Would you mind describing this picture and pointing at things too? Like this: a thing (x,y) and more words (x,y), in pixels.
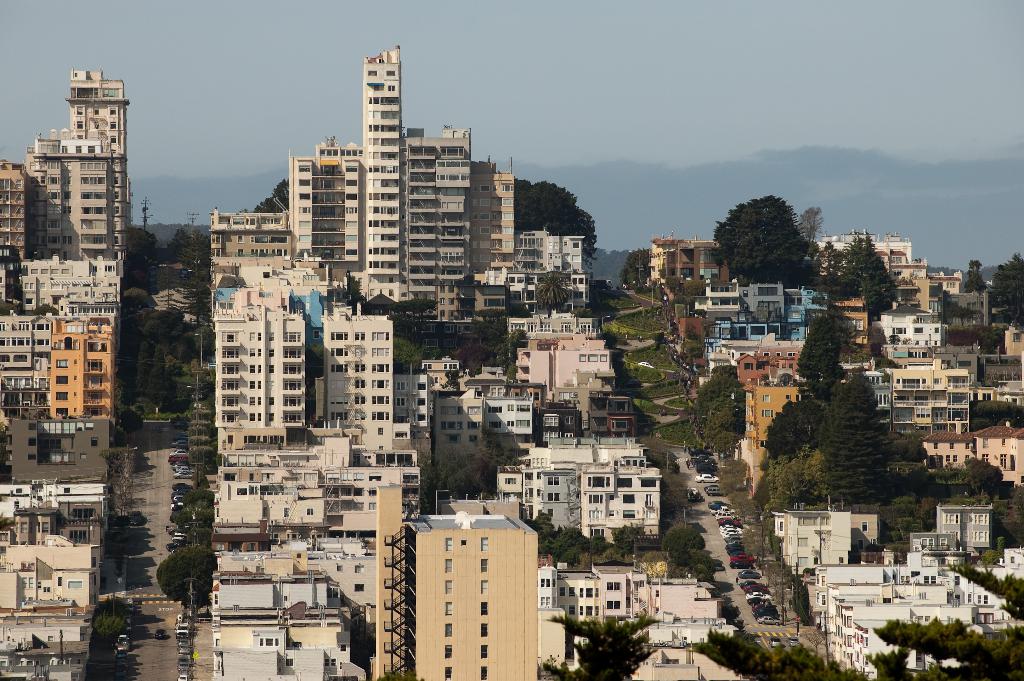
In this image we can see there are so many buildings (412,431) one beside the other in the middle (487,425). On the right side (717,529) there is a way (746,605) in the middle (679,451) where we can see there are so many cars (731,529) parked on it. At the top (626,109) there is the sky (615,106). There are trees (828,445) in between the houses (764,343) and buildings (859,568). On the left side (144,597) there is a road (147,665) on which there are few cars (170,550) parked.
